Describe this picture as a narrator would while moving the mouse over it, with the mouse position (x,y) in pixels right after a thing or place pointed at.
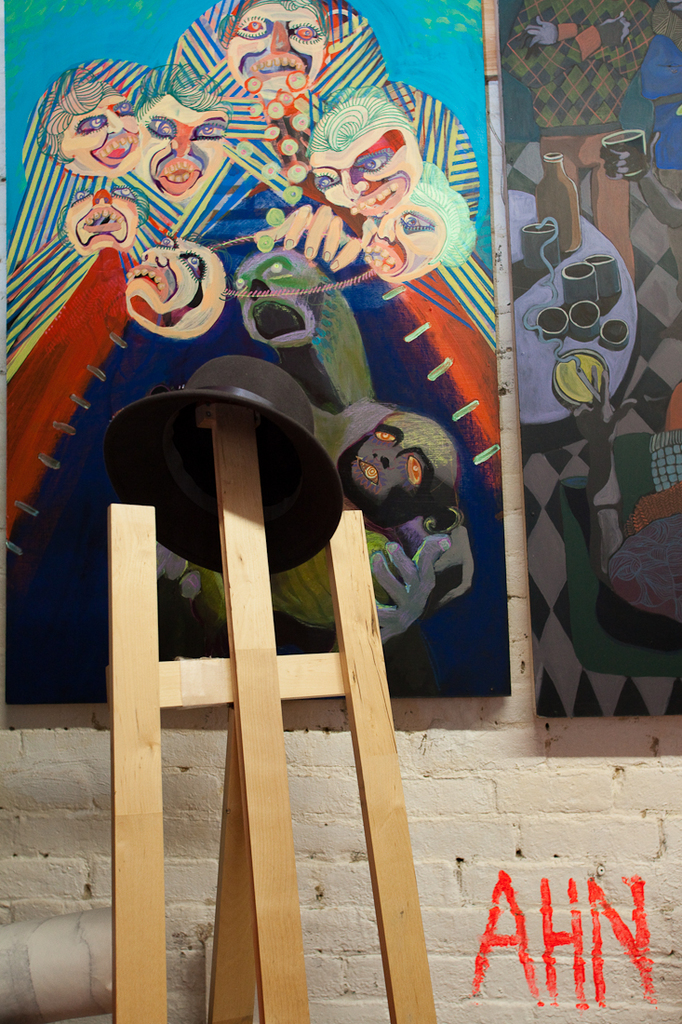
In the center of the image (250,485) there is a hat (208,503) on the wooden sticks (215,965). In the background of the image (154,0) there are posters (390,433) on the wall (345,726).
